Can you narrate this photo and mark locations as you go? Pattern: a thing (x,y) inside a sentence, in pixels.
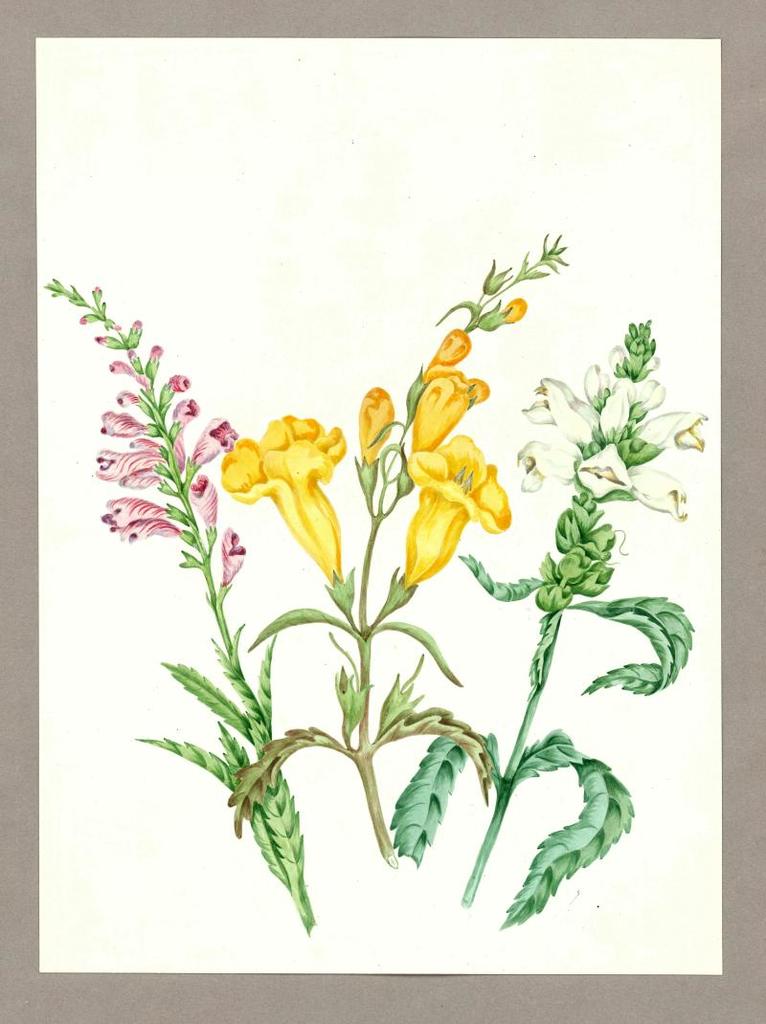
This image consists of an art (409,851) on the paper (336,134). There are three stems (223,635) with different types of flowers (443,446) and green leaves (449,673).
